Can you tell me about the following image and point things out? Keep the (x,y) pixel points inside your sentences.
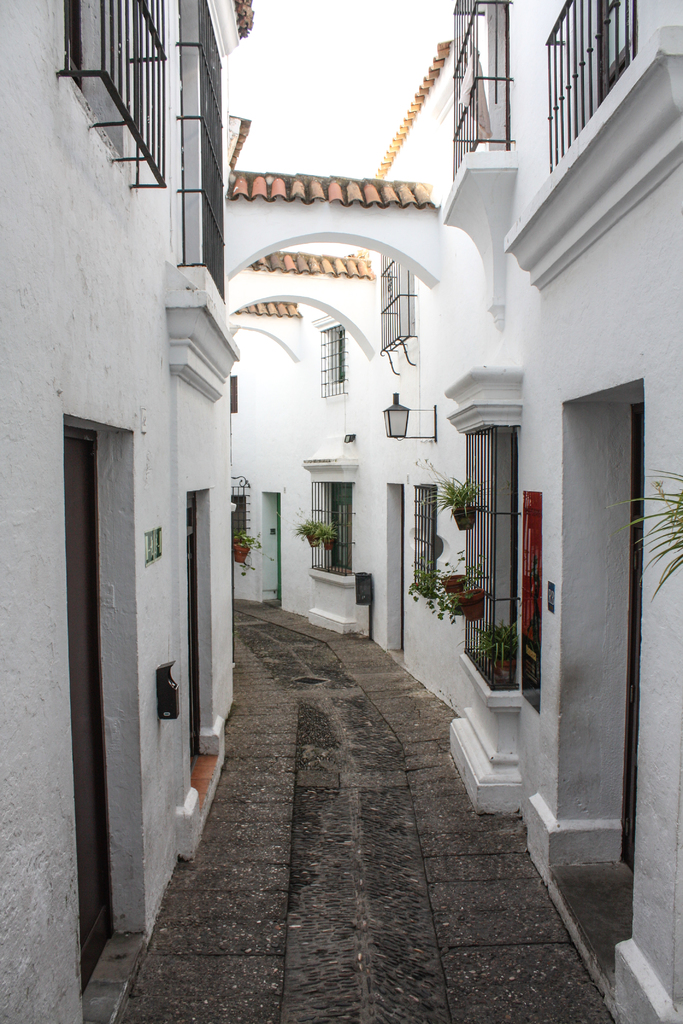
This picture shows buildings (402,508) and we see plants (422,594) in the pots (469,602) and light (402,417) to the wall (416,470).
